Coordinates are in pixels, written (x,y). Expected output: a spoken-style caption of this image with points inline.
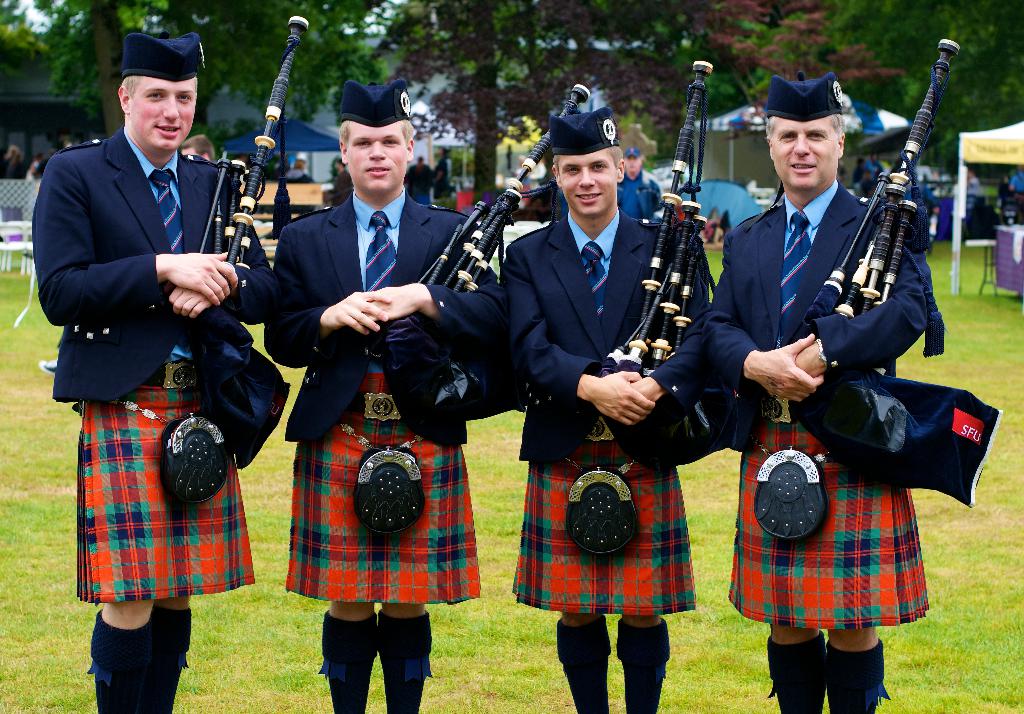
In this image there are four persons (553,388) standing and holding the bagpipes (887,231), and in the background (947,205) there are stalls (993,168), trees (995,118) and group of people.
